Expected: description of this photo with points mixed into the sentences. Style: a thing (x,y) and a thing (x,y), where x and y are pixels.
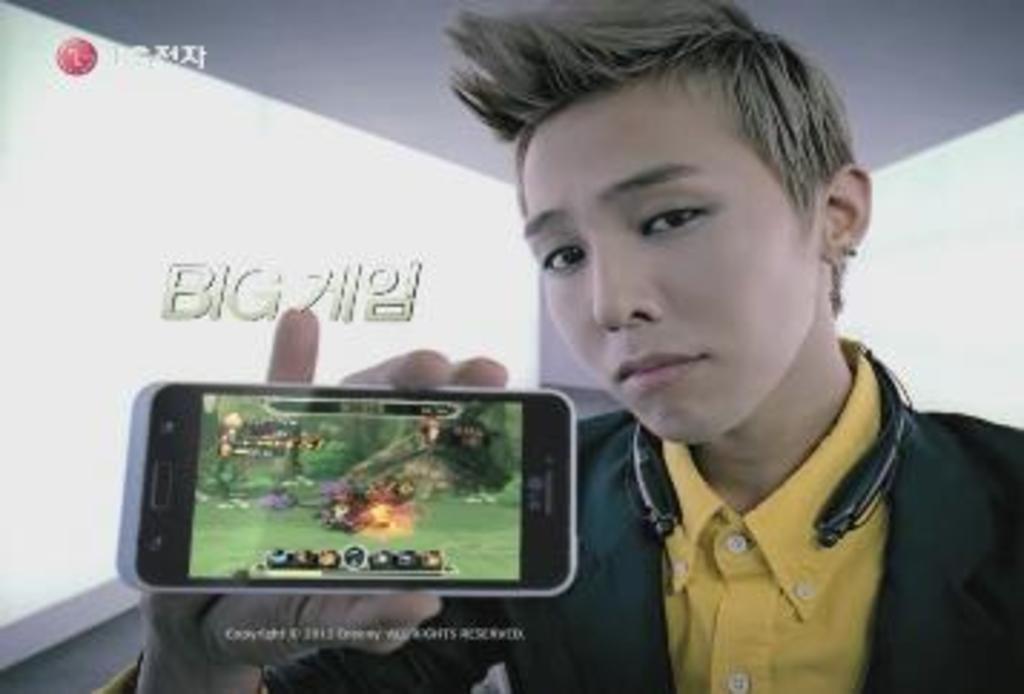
This image seems like a ad in which a man (757,279) is holding the mobile (373,591) with his hand (253,613) and showing to the camera. There is a bluetooth speaker (889,446) with the man (828,458).
